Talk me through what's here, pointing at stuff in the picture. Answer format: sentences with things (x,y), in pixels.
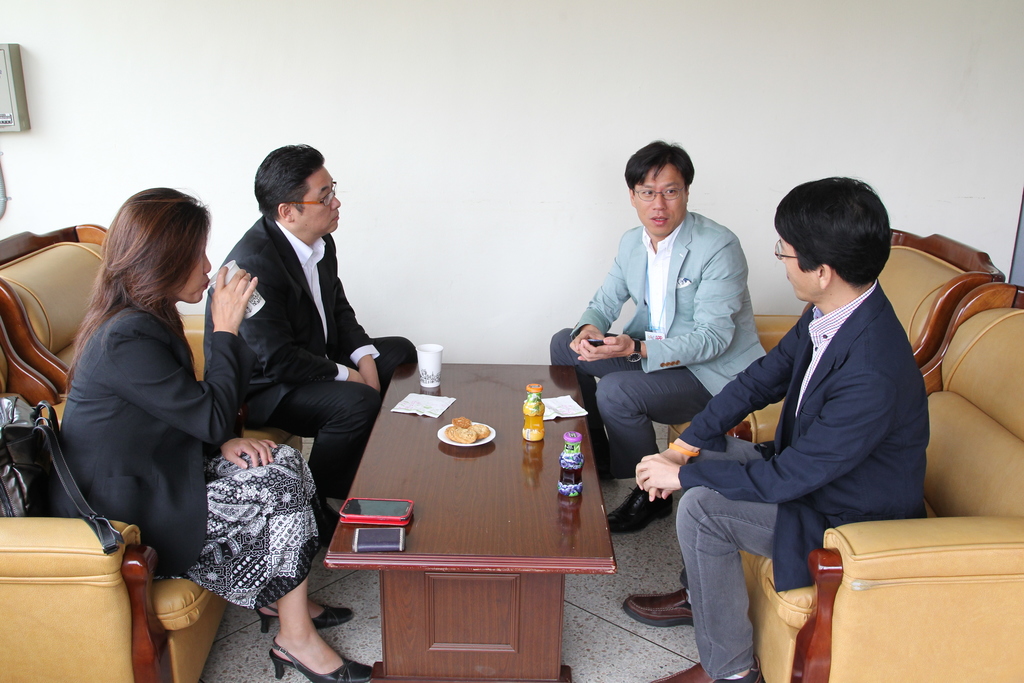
This image is taken inside a room (438,139). There are four people (333,301) in this room (541,287). In the left side of the image (184,439) a woman (237,471) and a man (297,375) are sitting on a sofa (43,563). In the right side of the image (863,199) two men (712,250) are sitting on a sofa (967,566). In the middle of the image (402,449) there is a table (420,497) and there were few things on it. At the background (437,314) there is a wall (530,220). At the bottom of the image (636,666) there is a floor (655,654).
